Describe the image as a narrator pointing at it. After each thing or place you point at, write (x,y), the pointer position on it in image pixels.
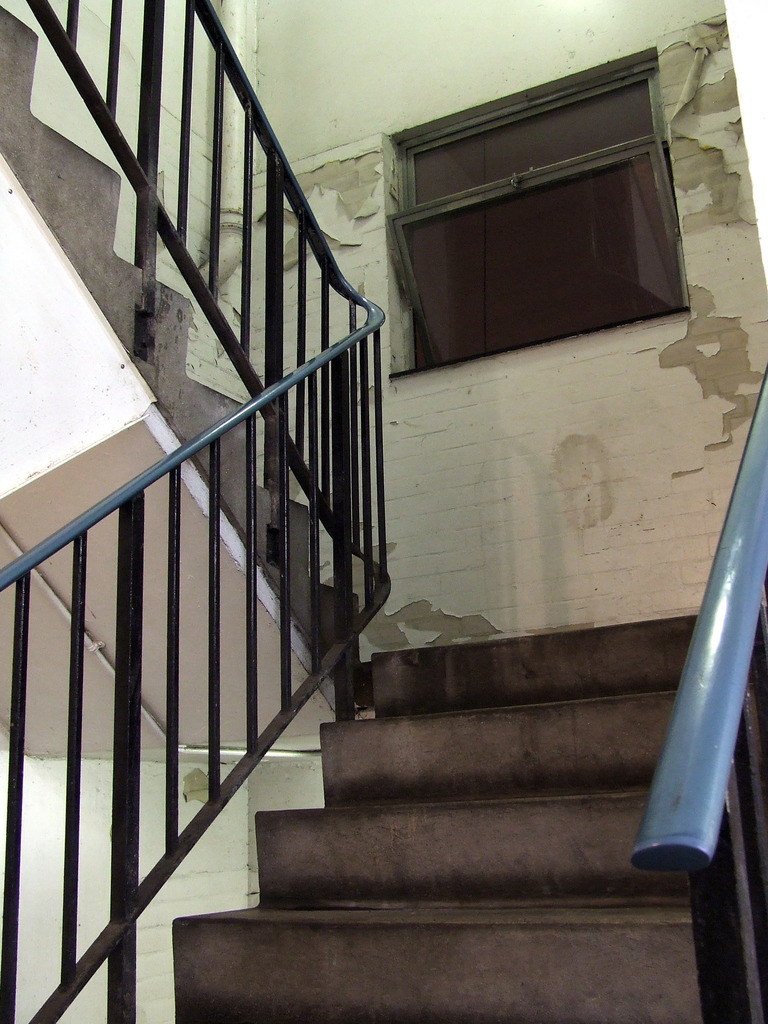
In this image there is a staircase (330,751). Background (604,564) there is a wall (510,381) having window (622,316) to it.
